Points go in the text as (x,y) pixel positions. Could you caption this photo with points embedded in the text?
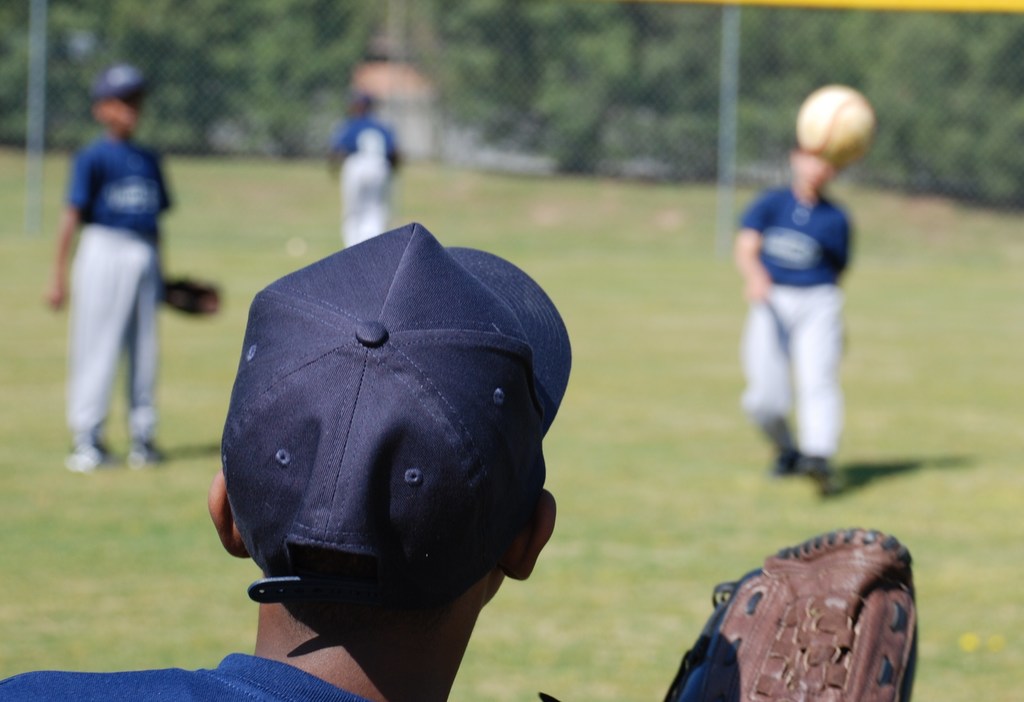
In this picture I can see four persons (126,75), there is a ball (823,139), and in the background (1013,139) there are trees (615,156).
